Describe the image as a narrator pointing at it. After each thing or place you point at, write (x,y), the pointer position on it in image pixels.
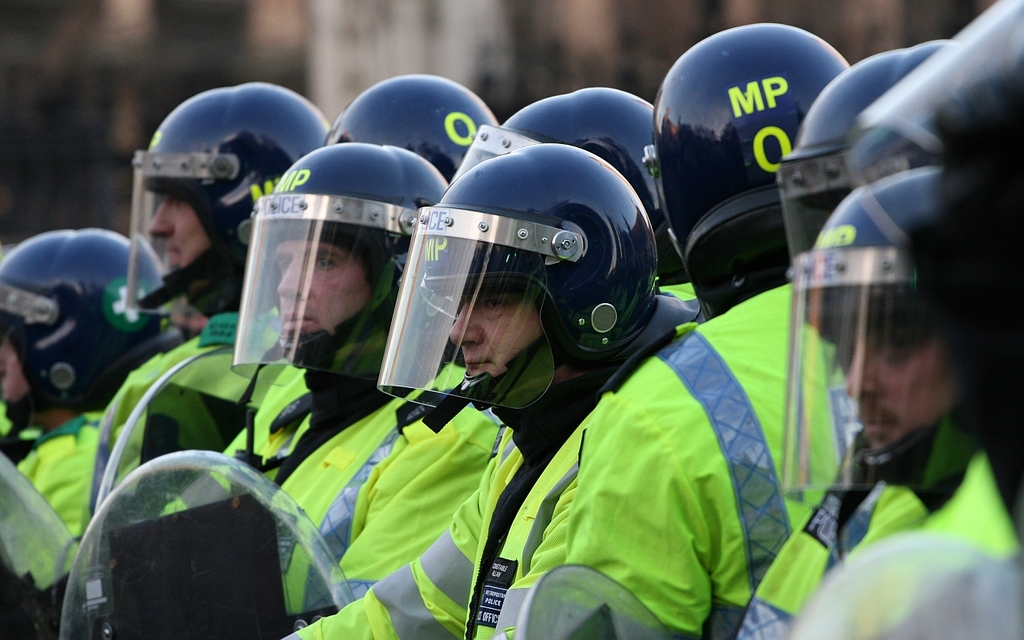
In this picture I can observe some people (343,304). Most of them are men (382,263). They are wearing green color suits (350,449) and helmets (434,207) on their heads (309,262). The background (46,88) is blurred.
